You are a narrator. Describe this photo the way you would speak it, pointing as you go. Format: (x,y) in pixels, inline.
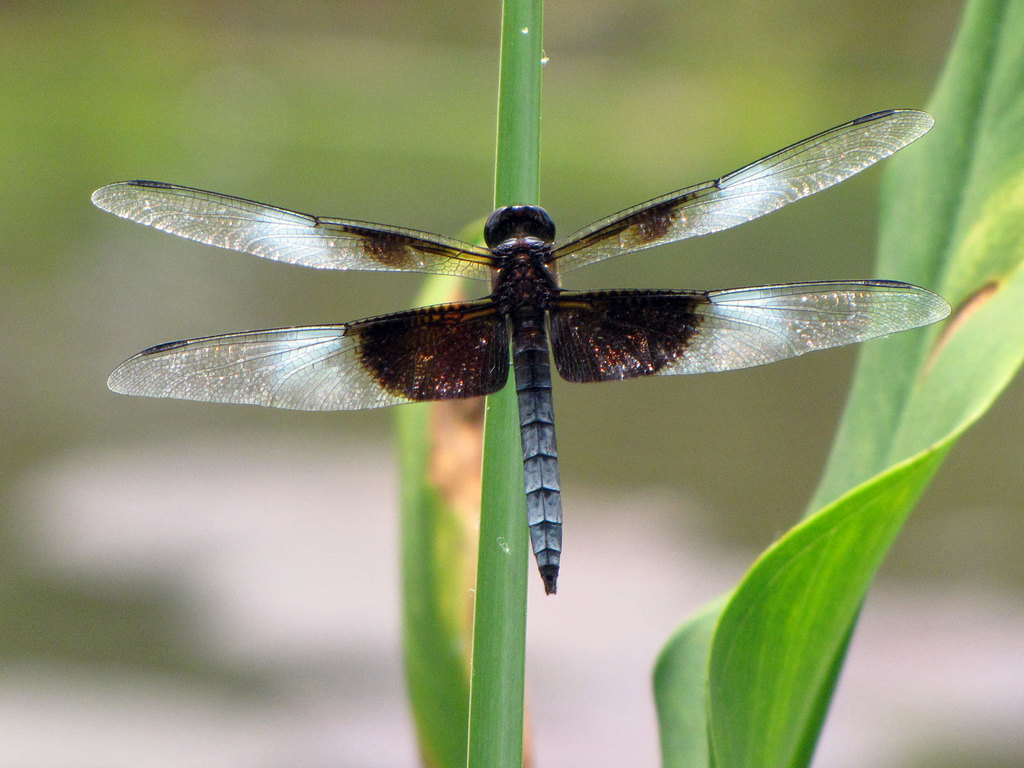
In this picture we can see an insect (454,388) on a stem (528,48), leaves (908,353) and in the background (384,211) it is blurry.
